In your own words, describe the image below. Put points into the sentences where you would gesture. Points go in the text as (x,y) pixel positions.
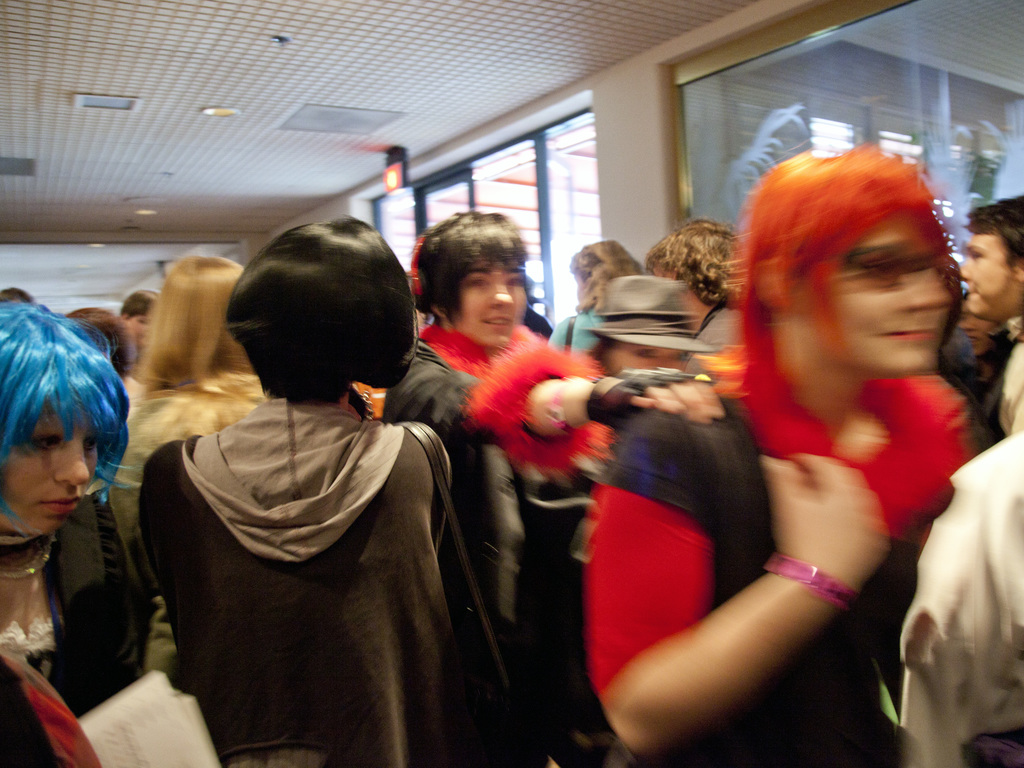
In this image we can see a few people (457,447) standing, on the right side of the image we can see glass windows (441,208), at the top of the roof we can see some lights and other objects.
